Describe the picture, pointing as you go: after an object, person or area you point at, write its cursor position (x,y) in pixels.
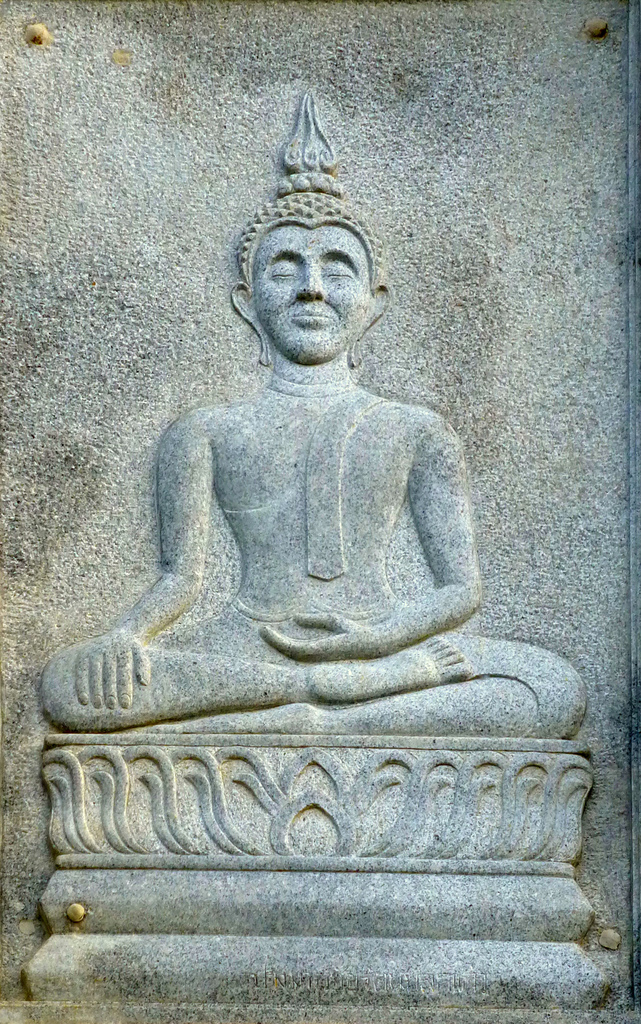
In this image, we can see a sculpture (357,485).
